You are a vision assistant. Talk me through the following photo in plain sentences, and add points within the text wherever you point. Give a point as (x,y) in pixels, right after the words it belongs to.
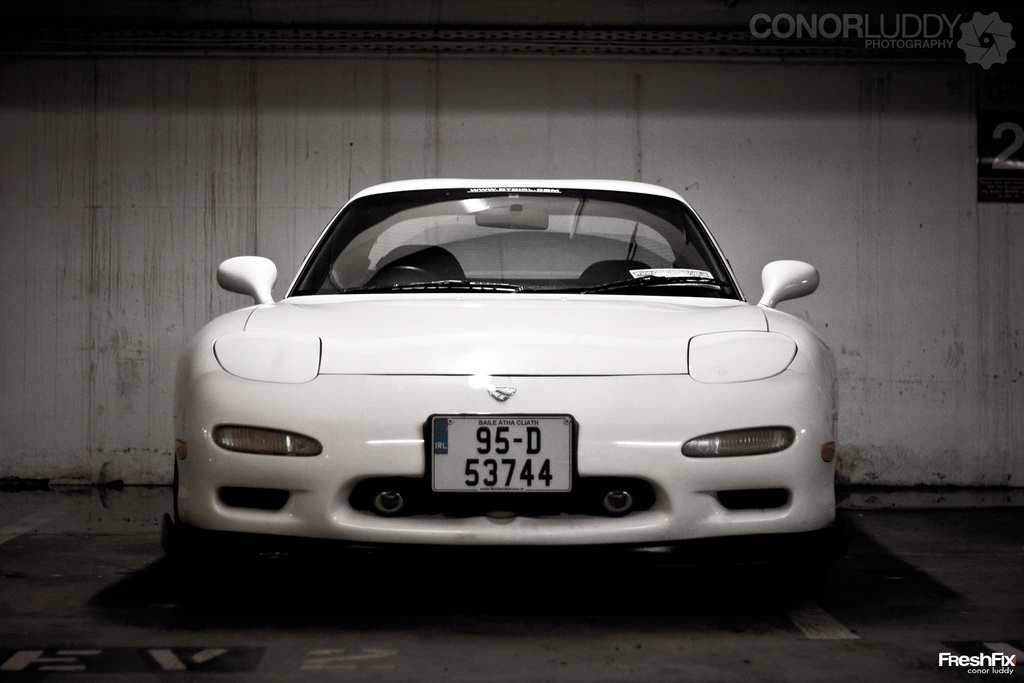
In the picture there is a vehicle (487,515) present on the floor (916,667), behind the vehicle (590,254) there is a wall (618,164), there is a watermark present on the picture.
